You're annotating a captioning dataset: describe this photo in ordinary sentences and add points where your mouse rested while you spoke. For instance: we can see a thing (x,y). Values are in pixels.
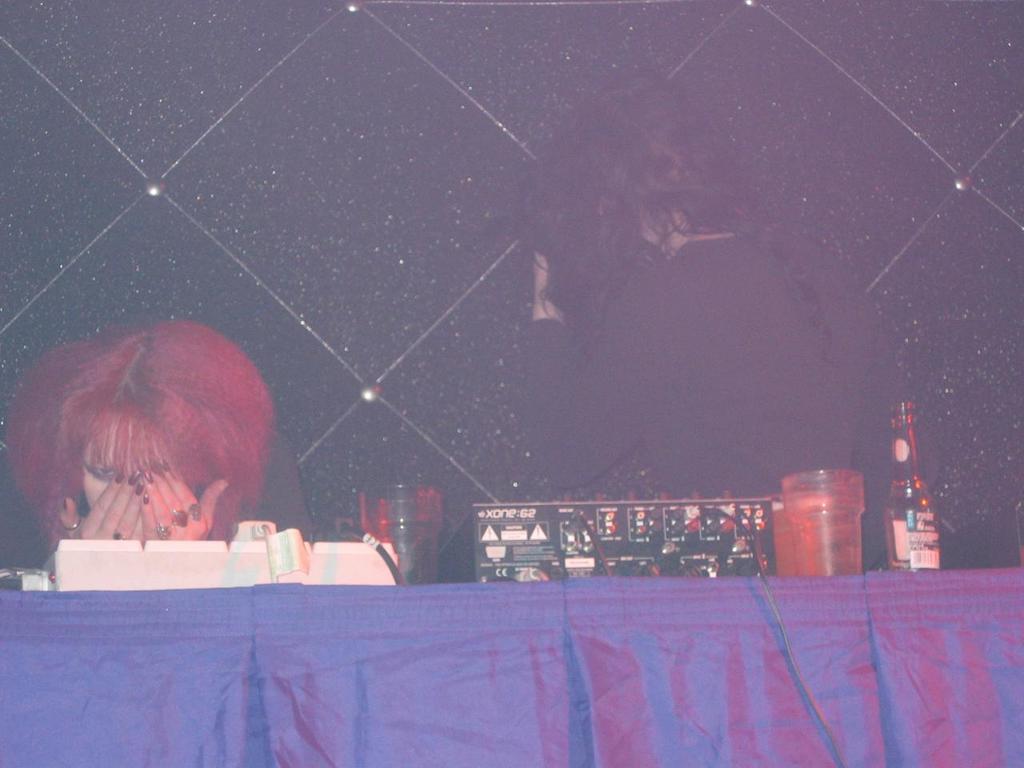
At the bottom of the image (418,557) there is a table (300,610) with glasses (834,534), bottles (903,423), white and black boxes (124,558). There are wires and buttons (716,570) on the box (703,558). Behind the table (194,594) there are two ladies (678,327). In the background (360,331) there is a black curtain (316,106) with a design (157,198) on it.
